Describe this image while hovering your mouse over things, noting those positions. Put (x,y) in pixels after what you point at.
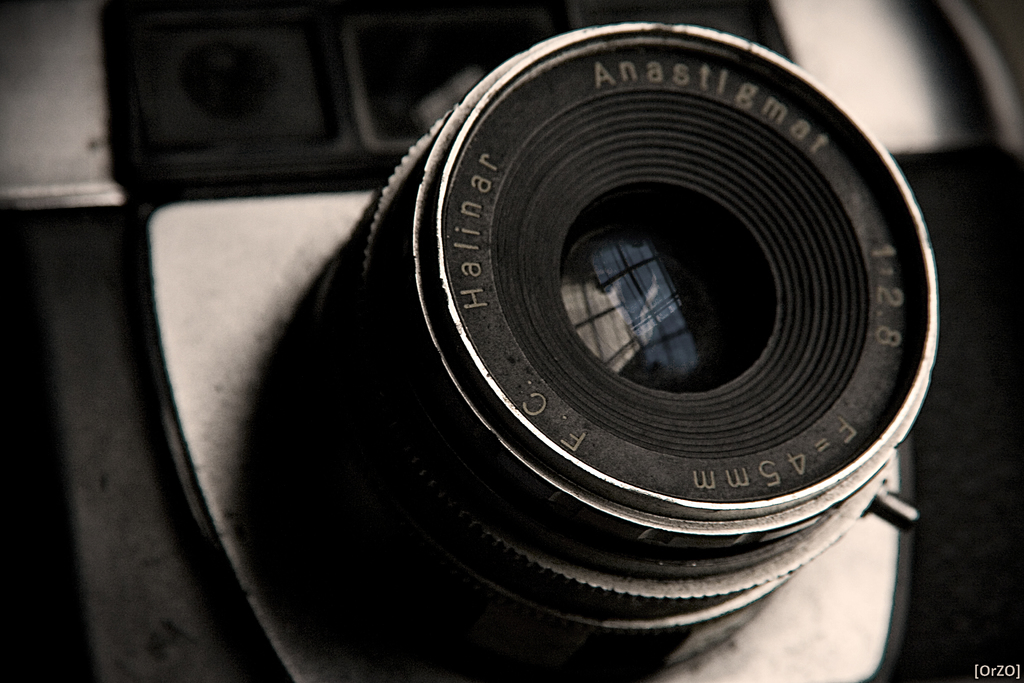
This picture shows a camera lens (430,409). it is black in color.
